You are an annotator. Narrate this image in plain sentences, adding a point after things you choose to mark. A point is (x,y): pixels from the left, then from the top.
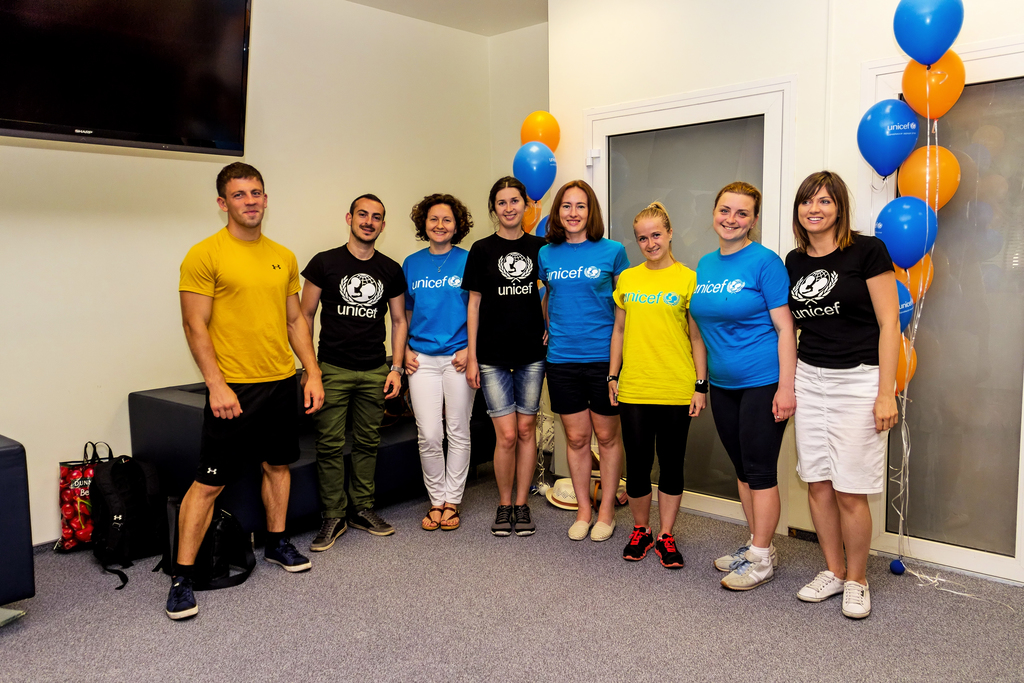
In this image I can see few people (371,214) are standing and I can see all of them are smiling. I can also see all of them are wearing t-shirts (840,251), shoes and on their dresses (377,273) I can see something is written. Behind them I can see few bags (87,544), a black colour sofa (170,425) and number of balloons (944,66). On the top left side of the image (231,90) I can see a television (243,66) on the wall (282,106).
